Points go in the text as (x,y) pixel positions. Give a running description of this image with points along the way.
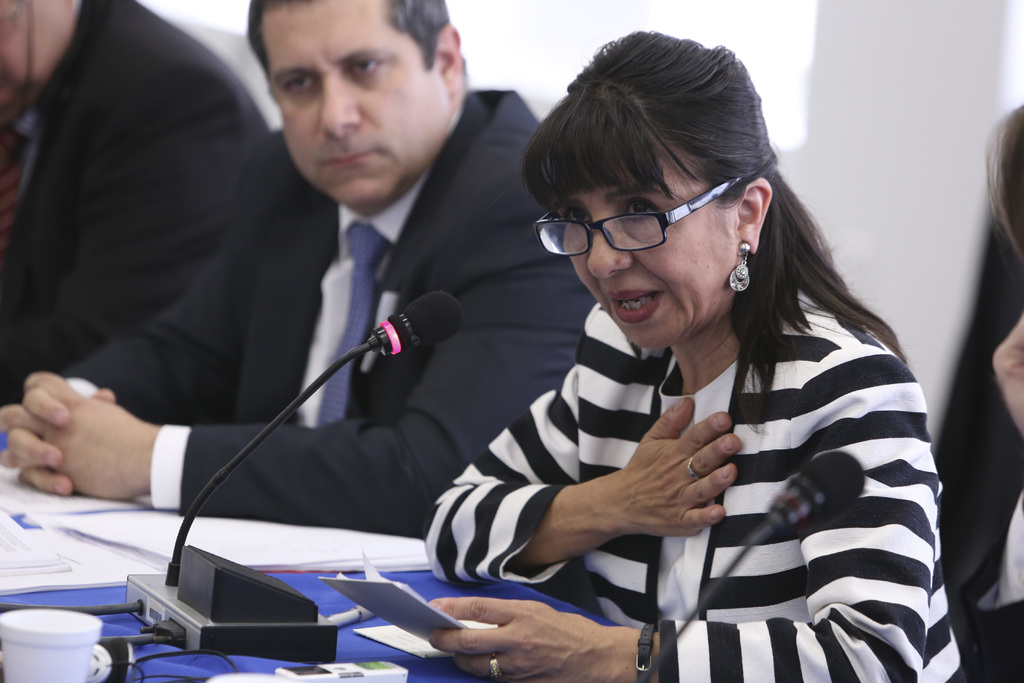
In this picture there is a lady (458,535) who is sitting right side of the image (882,491), there are other people (432,207) behind her and there is a mic (450,320) in front of her.
